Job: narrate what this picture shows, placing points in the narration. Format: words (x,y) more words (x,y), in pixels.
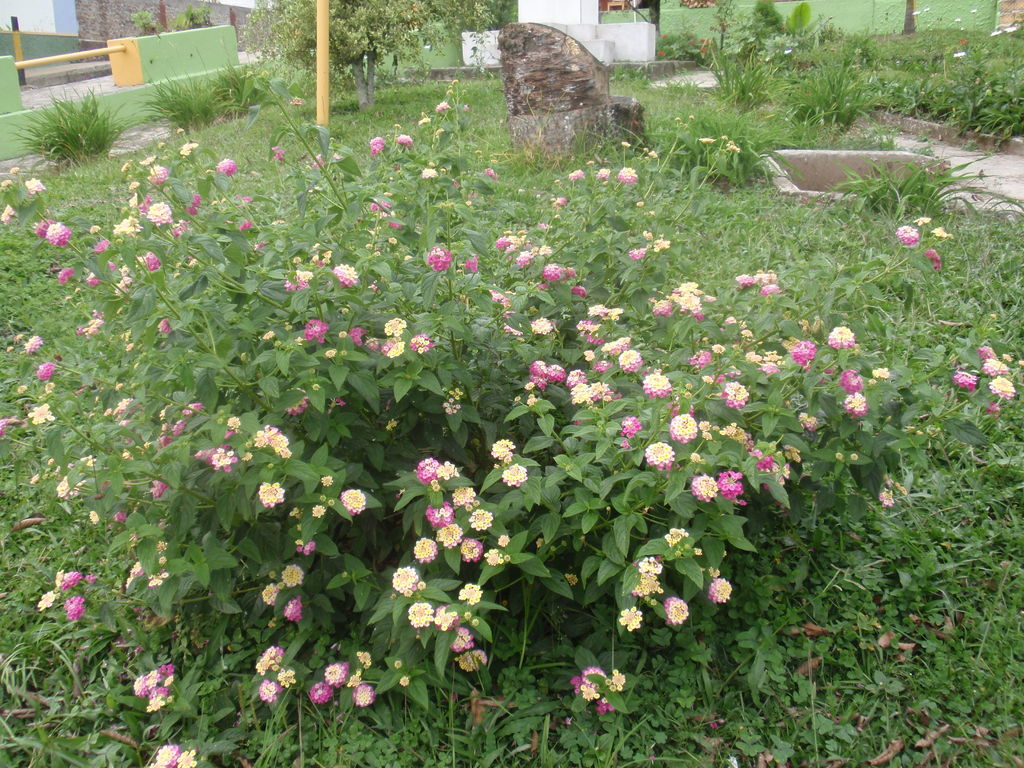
In this picture we can see some plants (643,335) and flowers (685,286) in the front (553,317), in the background (873,12) there is a wall (811,18), we can see a pole (319,89) in the middle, on the left side (69,60) there is a rod (92,51).
